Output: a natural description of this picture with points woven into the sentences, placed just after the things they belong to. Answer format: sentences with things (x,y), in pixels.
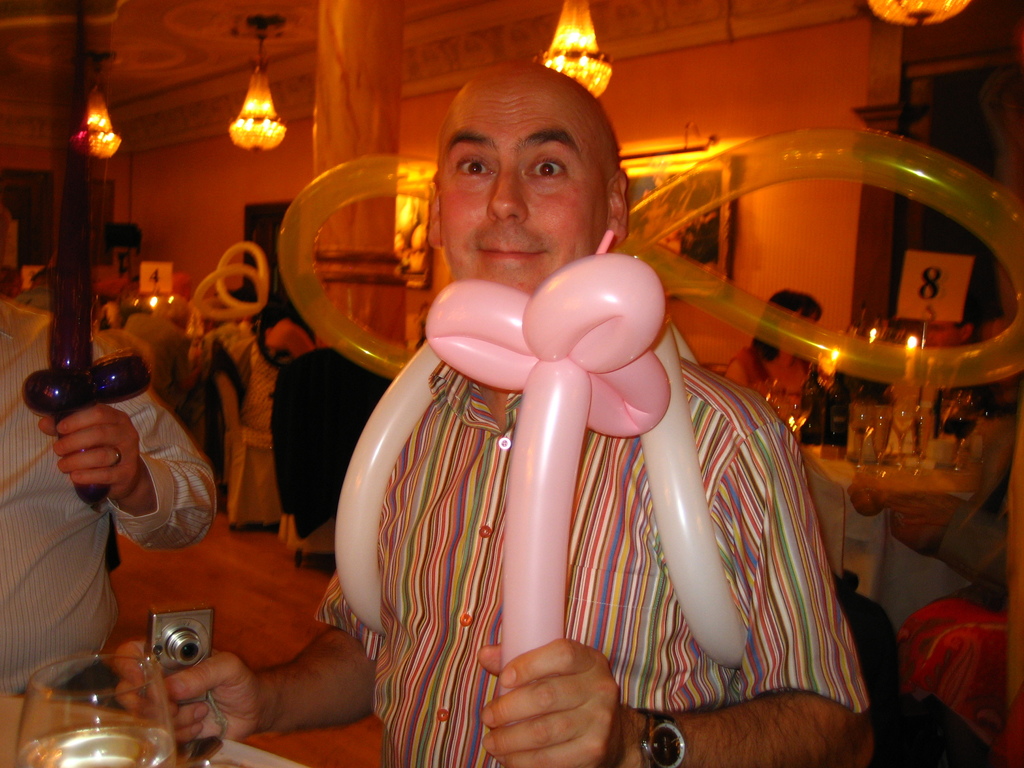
In this image we can see a person (599,456) holding camera (171,648) and twisted balloon (523,362). And there is another person (29,364) holding twisted balloon (65,324). And we can see a glass (98,693). In the back (257,334) we can see few people (233,334) sitting on chairs (220,354). There are tables (855,470) with glasses (870,423). Also there are candles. On the ceiling (137,86) there are chandeliers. And we can see a pillar (334,130). In the background (424,77) there is a wall (684,88) with photo frame (727,176).
